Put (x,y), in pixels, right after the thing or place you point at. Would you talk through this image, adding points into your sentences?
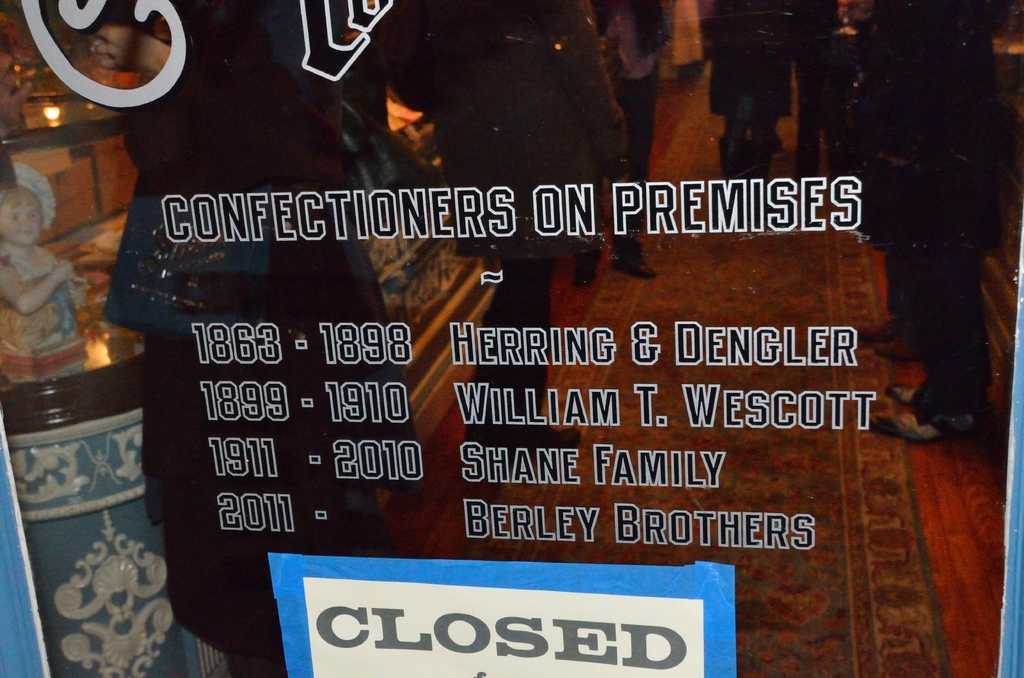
In this image there is a glass door (311,79) and we can see text (480,359) and a board (493,625) placed on the glass door (790,532). We can see people (193,160), carpet (768,459), toys (63,272) and lights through the glass door (295,170).
